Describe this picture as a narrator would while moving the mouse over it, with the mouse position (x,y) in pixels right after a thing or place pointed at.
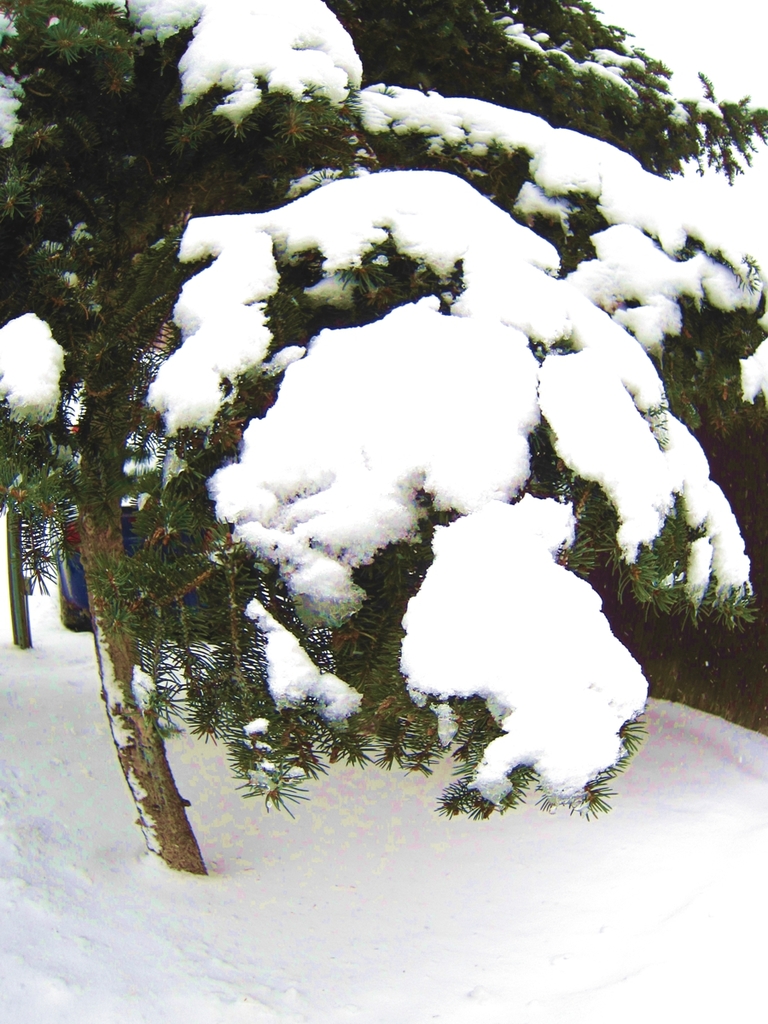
In this picture we can see a tree (144,759) covered with a snow (489,602). Behind this tree (160,778), we can see a vehicle (79,586) in the background (77,574).
